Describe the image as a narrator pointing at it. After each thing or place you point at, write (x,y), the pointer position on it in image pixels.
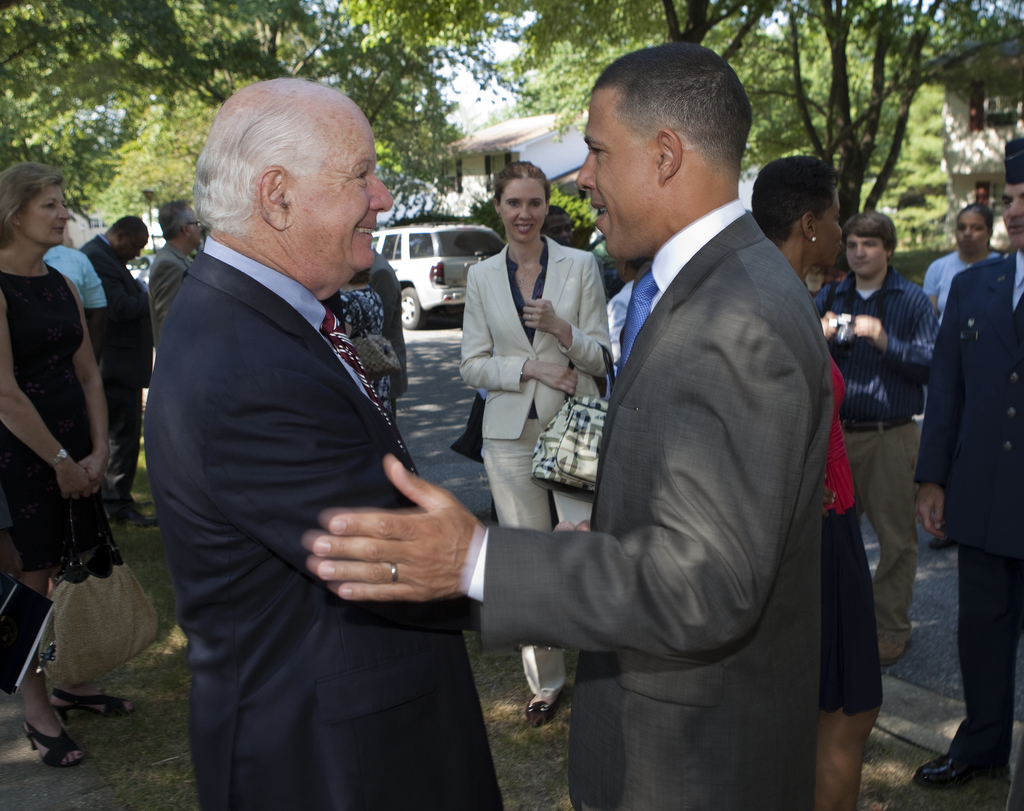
In this image there is the sky (498,50) towards the top of the image (490,50), there are trees (792,30) towards the top of the image (607,26), there is a building (981,73) towards the right of the image (986,115), there is a road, there is a vehicle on the road (415,383), there are a group of persons (368,225) standing, they are holding an object (842,320), there is grass (136,759) towards the bottom of the image (138,730).
